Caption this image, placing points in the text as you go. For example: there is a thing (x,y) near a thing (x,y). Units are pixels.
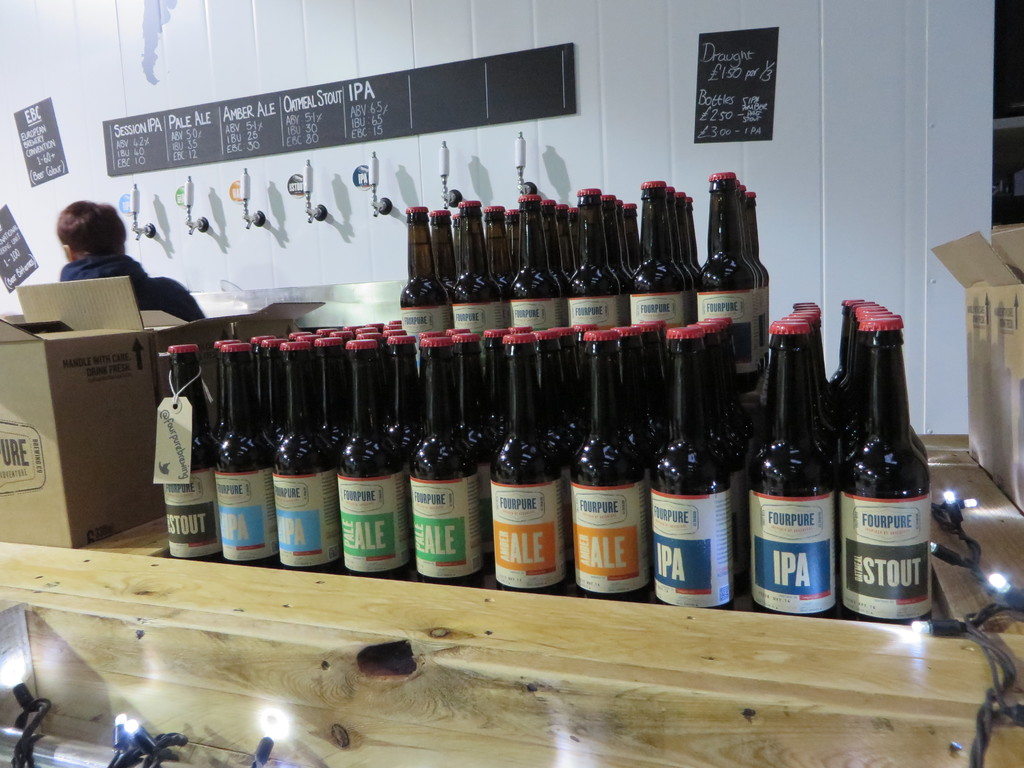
In this image we can see bottles (527,351) with labels (180,523) on it placed on the table (722,657). In the background (60,413) we can see boxes (131,342) and a person (176,296) standing near the wall (278,237).
